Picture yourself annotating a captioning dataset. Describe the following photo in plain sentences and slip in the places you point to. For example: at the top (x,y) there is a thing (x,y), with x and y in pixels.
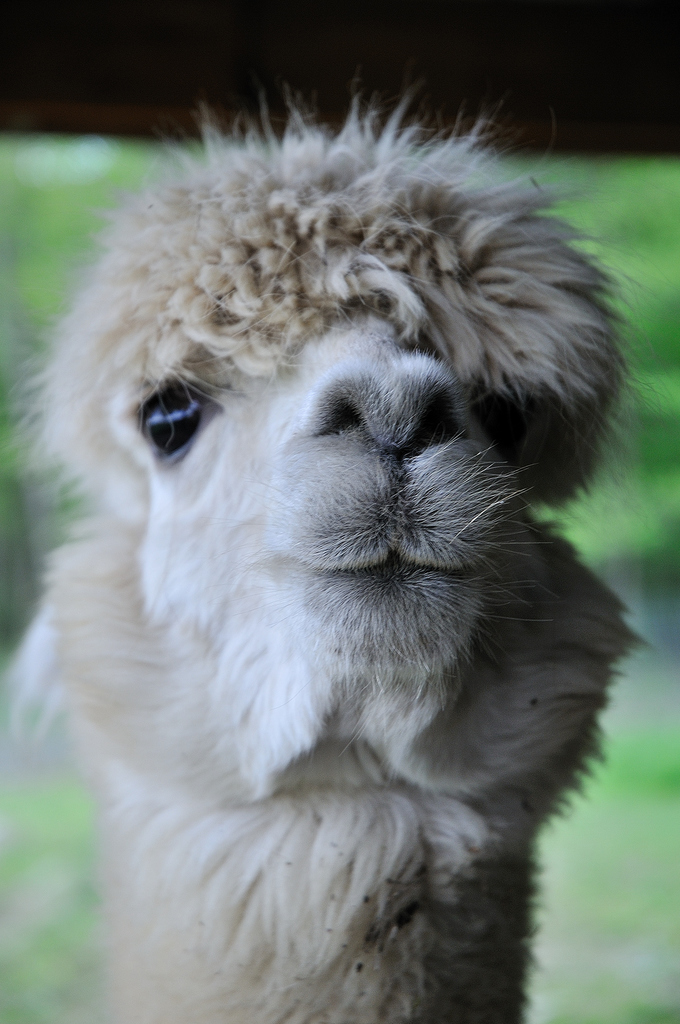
In this image we can see an animal (451,575) and a blurry background (666,493).
